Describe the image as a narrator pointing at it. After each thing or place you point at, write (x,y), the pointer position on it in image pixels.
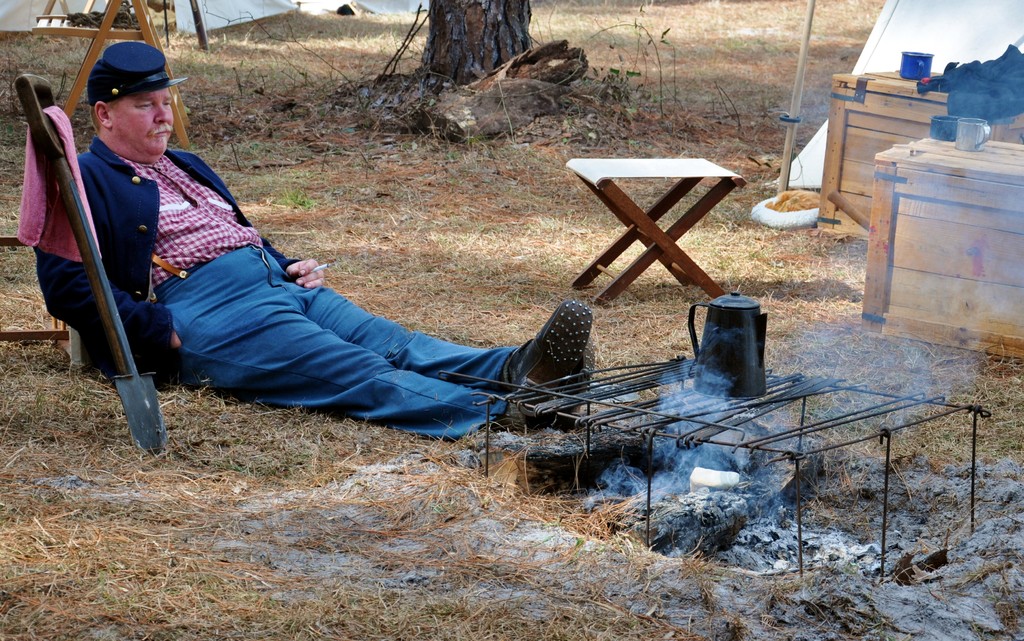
In the picture we can see a man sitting on the ground (505,225), on the ground (150,577) we can see a dry grass (111,591), stove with smokes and jug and stool (723,190), boxes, cups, tree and some twigs (598,95).
